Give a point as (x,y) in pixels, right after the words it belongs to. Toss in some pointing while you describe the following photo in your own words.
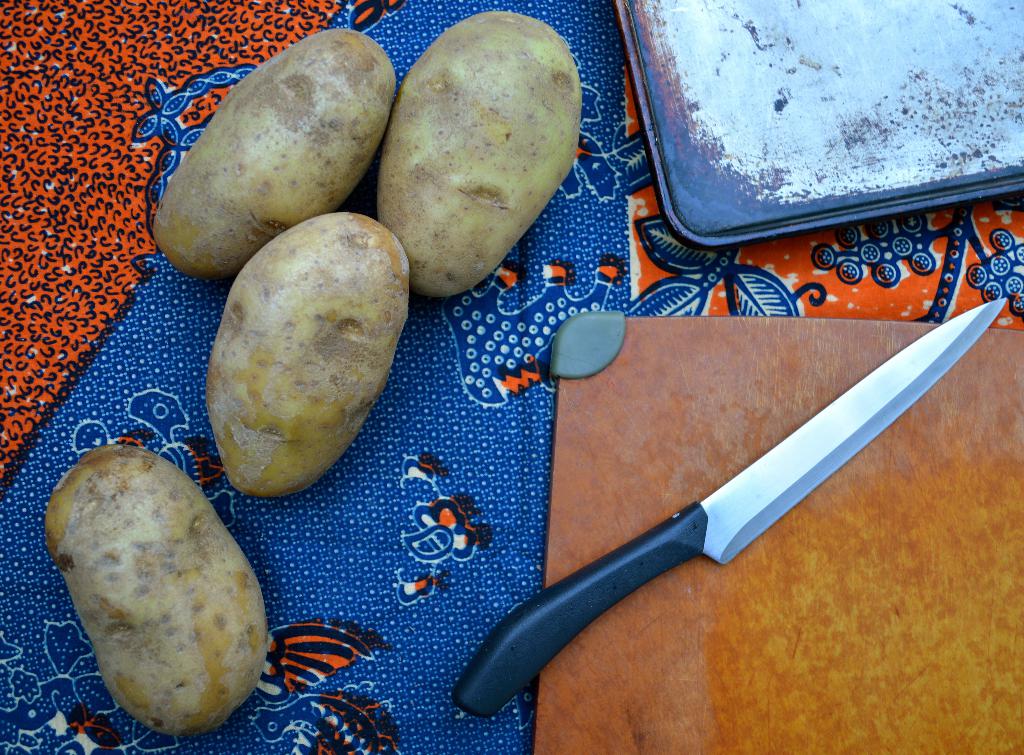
The picture consists of potatoes (342,441), knife (860,401), boards (757,416) on a cloth (447,347).
